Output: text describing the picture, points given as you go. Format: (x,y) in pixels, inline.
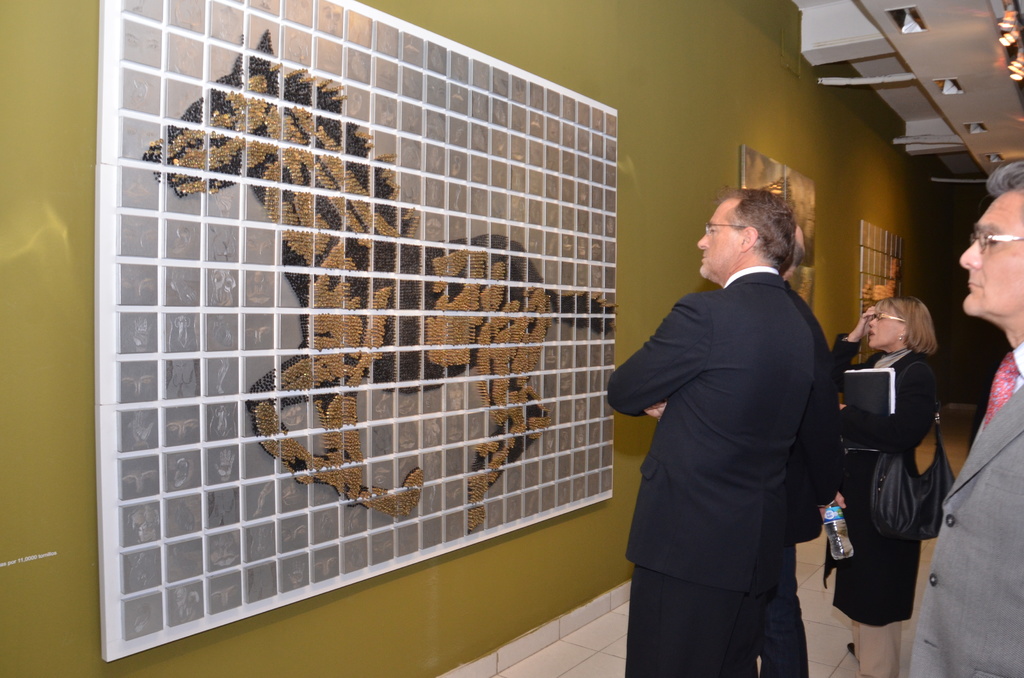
In this image there are three men (792,409) standing towards the bottom of the image (704,476), there is a woman (877,540) standing towards the bottom of the image (869,504), she is holding an object (881,399), she is wearing a bag (892,468), there is an object (912,6) towards the top of the image (933,50), there is floor (843,623) towards the bottom of the image (589,655), there is a wall (88,376) towards the left of the image (96,446), there are photo frames (468,307) on the wall (684,280), there is a big cat (319,164) jumping.
